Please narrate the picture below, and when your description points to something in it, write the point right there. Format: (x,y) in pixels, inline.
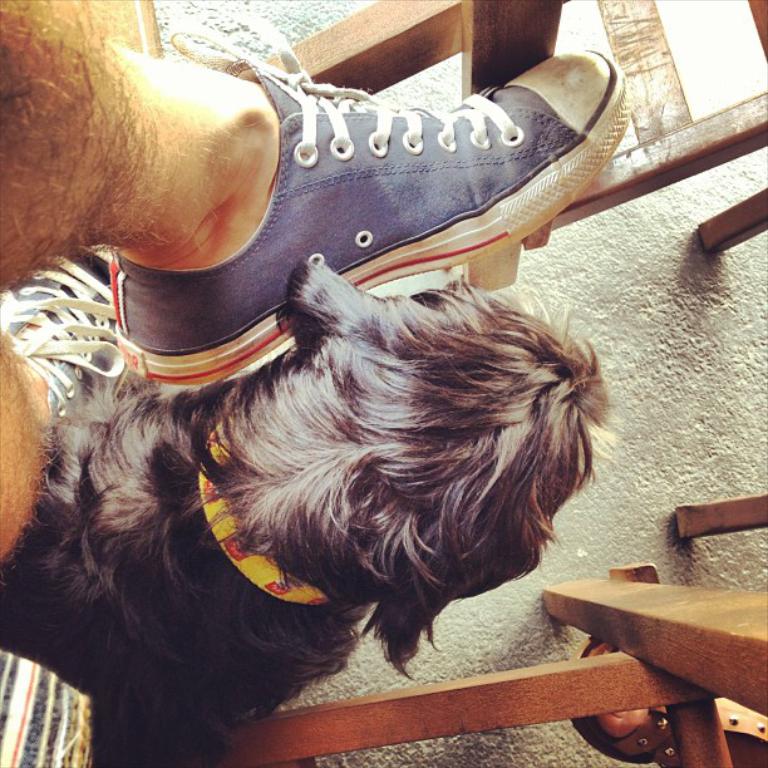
In this image in the front (94,375) there are legs (26,383) of the persons (80,240) and there is an animal (243,515), there are wooden objects (617,680).
